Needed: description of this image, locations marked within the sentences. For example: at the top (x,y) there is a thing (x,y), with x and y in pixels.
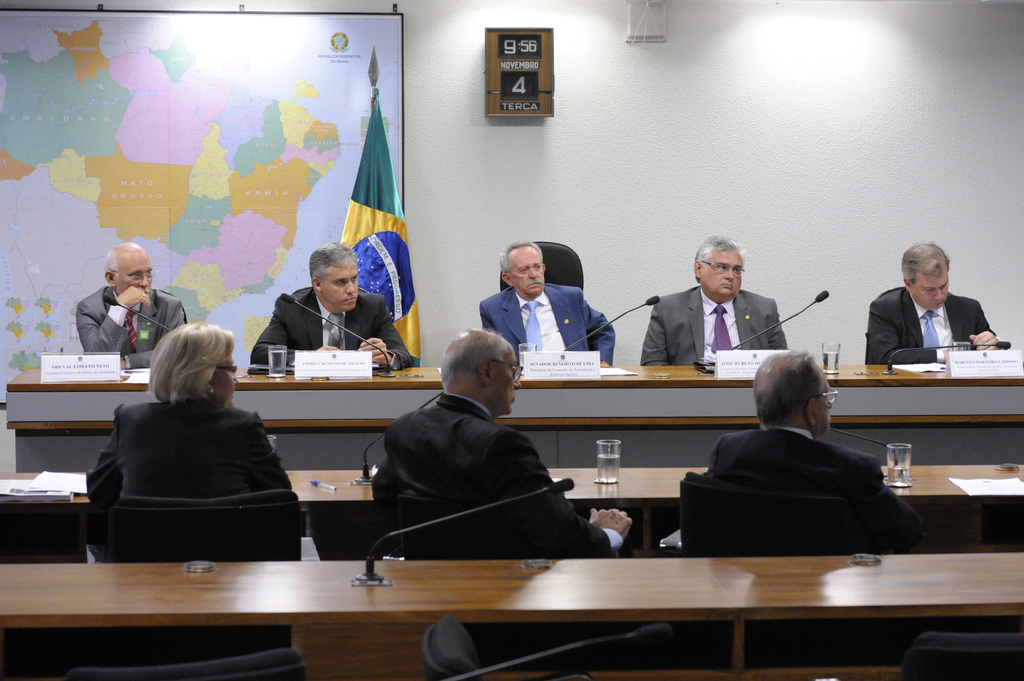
this is a conference hall (211,454) where we can see few persons (168,456) sitting on the chairs (702,495) in front of table (571,387) and we can see glasses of water (828,367) on the table (537,385). On the background (14,100) we can see a Brazil map (176,178) and also a wall (692,166).
